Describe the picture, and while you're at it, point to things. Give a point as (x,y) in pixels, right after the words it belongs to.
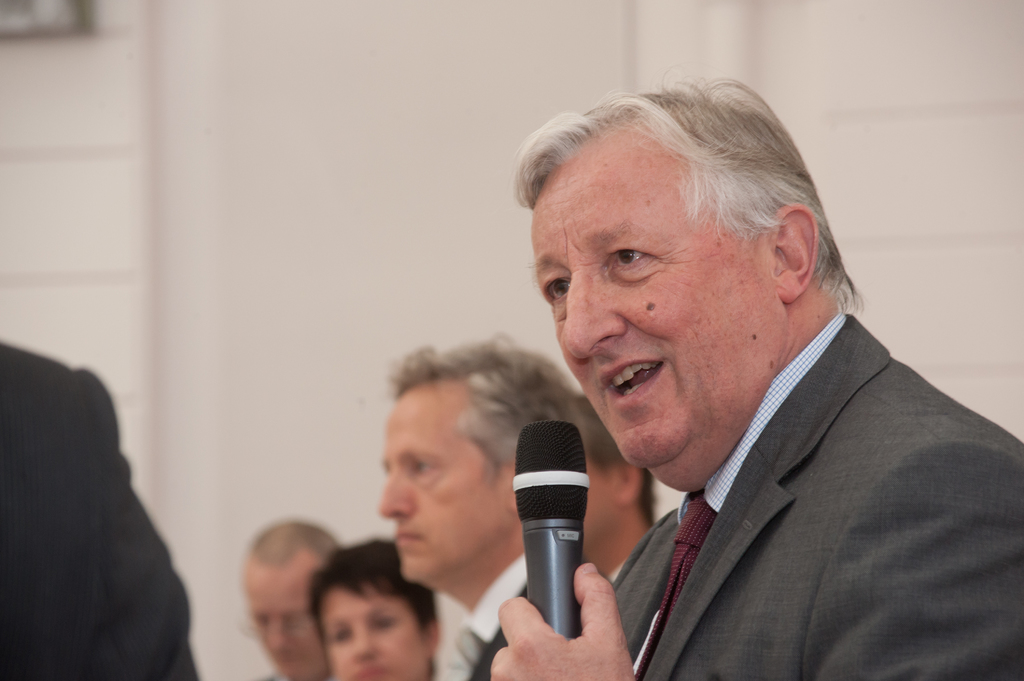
There are few mans (724,615) standing and one of them is speaking on a microphone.
